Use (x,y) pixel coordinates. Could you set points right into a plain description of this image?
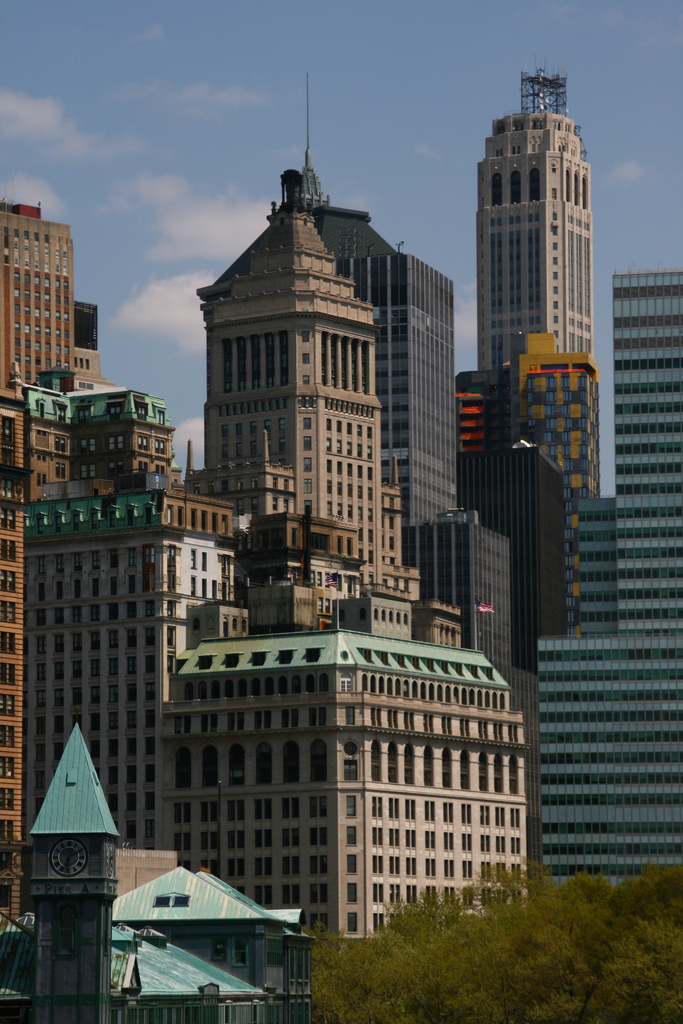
In this image we can see buildings (411,662) and trees (589,999). This is clock tower (92,918) with clock (71,870). Background (443,202) we can see the sky (197,57). These are clouds (213,274).
